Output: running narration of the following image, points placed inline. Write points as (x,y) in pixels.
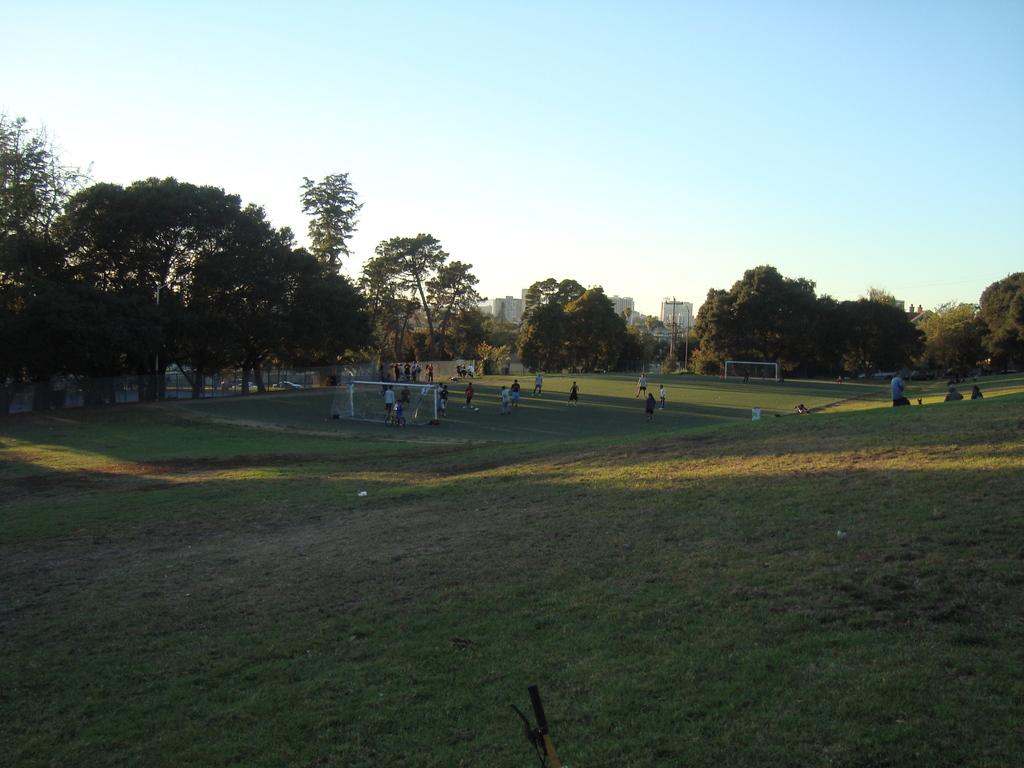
These are the trees (427,302) with branches (1017,335) and leaves (808,363). This looks like a football goal (422,390). I can see groups of people (652,403) standing. Here is the grass (459,520). In the background (516,311), I can see the buildings (511,309). This is the sky (626,99). At the bottom of the image (551,748), that looks like a vehicle handle (535,728).
